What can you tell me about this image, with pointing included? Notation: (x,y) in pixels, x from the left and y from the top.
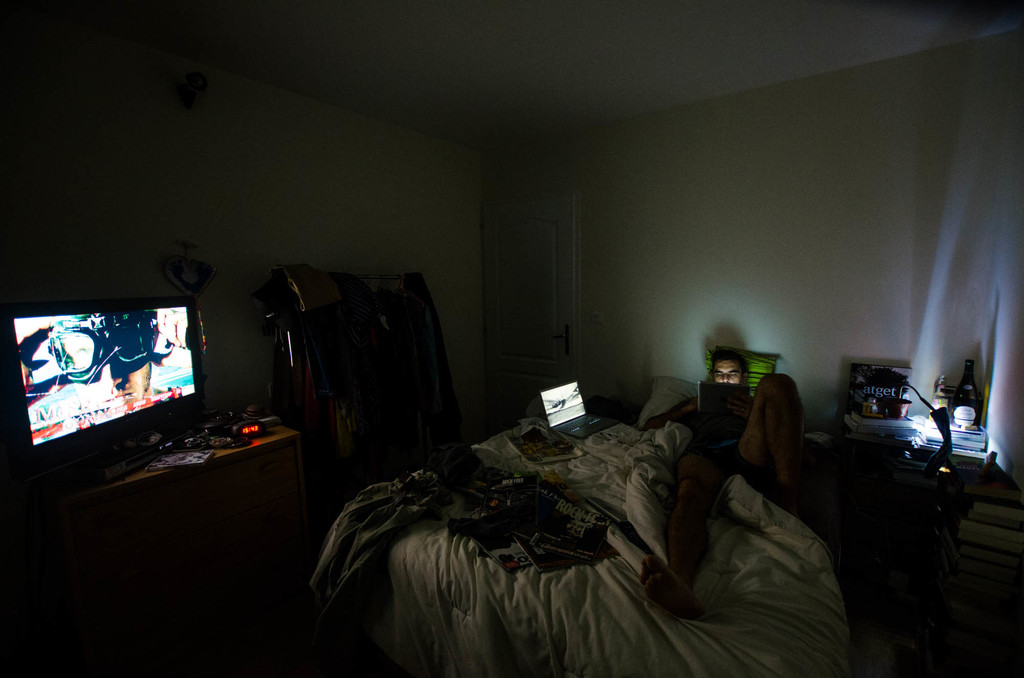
In this image I can see a bed (542,470) in the centre (606,442) and on it I can see a man (755,451) is lying. I can also see a laptop (564,419), few cushions (650,394), few clothes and few other things (524,522) on the bed (619,558). On the left side of this image (39,449) I can see a television (174,330), a table (284,479), few stuffs (224,436) on the table (206,474) and few more clothes (295,328). On the right side of this image (898,372) I can see number of books (909,431) and a light (953,428). I can also see a door (516,303) in the background (513,284).
